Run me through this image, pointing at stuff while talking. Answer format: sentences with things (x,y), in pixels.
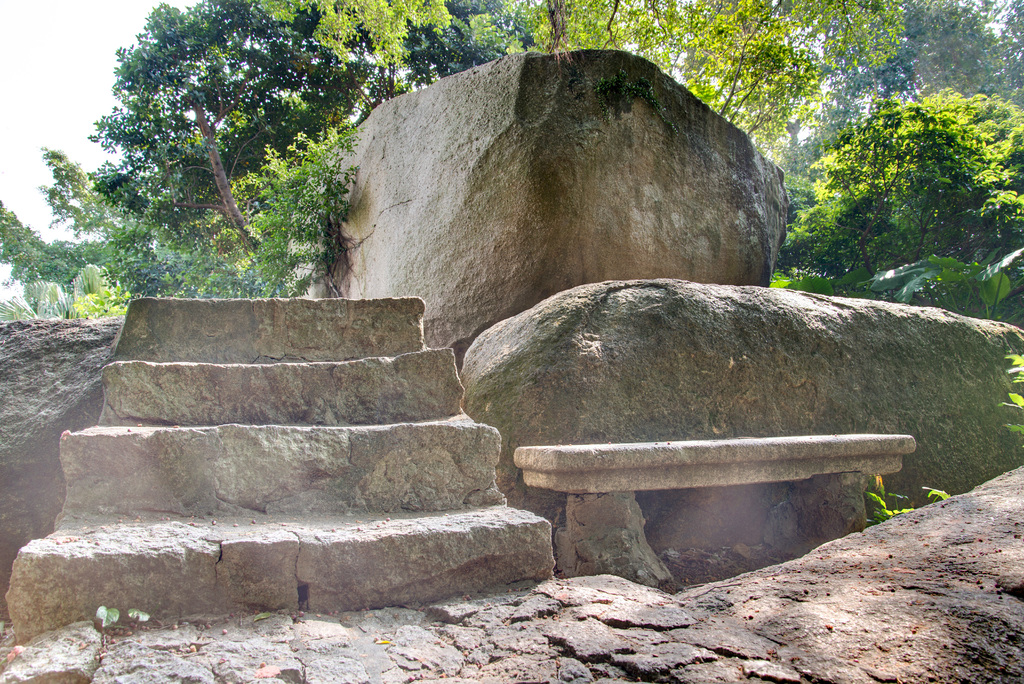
In this image I can see the rocky surface (616,632), few stairs (282,526) which are made of rocks (293,428), a bench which is made up of rock (599,447) and few huge rocks (777,428). In the background (231,251) I can see few trees (246,164) which are green in color and the sky (62,10).
